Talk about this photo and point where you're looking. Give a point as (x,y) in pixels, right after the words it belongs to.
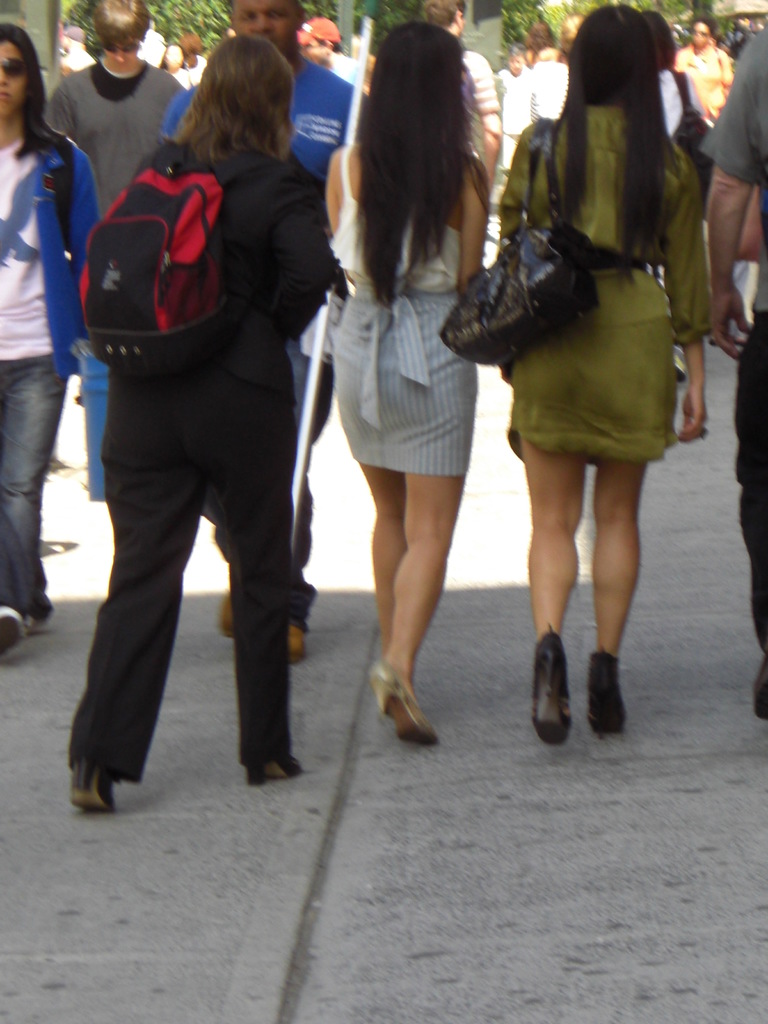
In this picture we can see a few people (263,665) walking on the path (513,689). We can see two women (263,665) wearing bags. There are a few plants (683,12) visible in the background (669,20).
